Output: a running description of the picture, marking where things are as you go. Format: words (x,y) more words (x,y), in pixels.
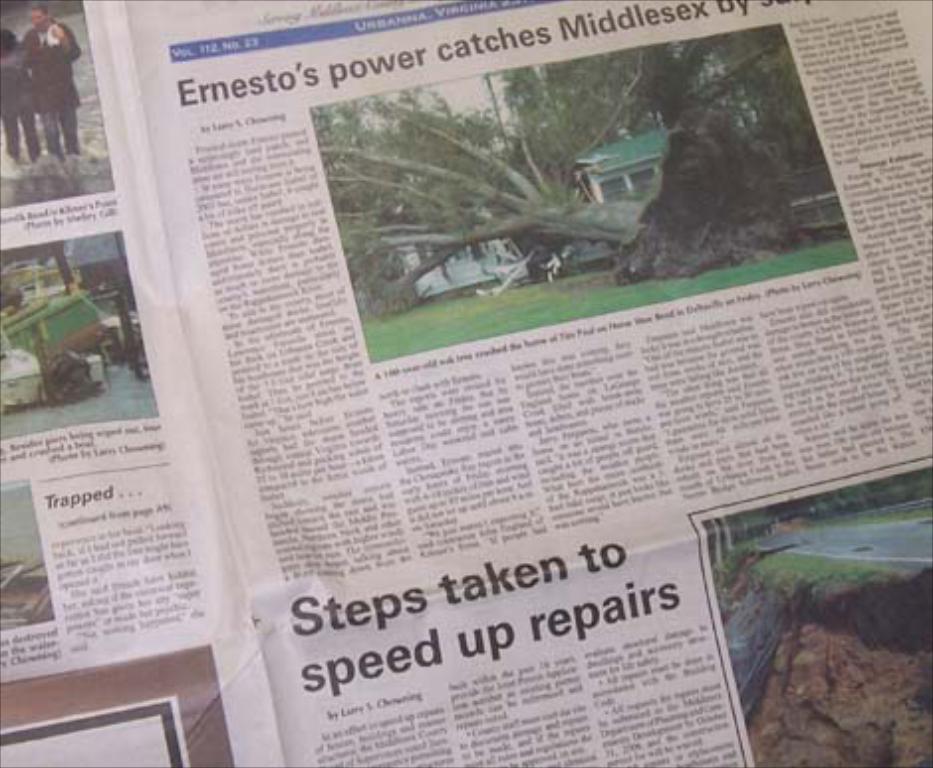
In this picture we can see a newspaper (321,421).
